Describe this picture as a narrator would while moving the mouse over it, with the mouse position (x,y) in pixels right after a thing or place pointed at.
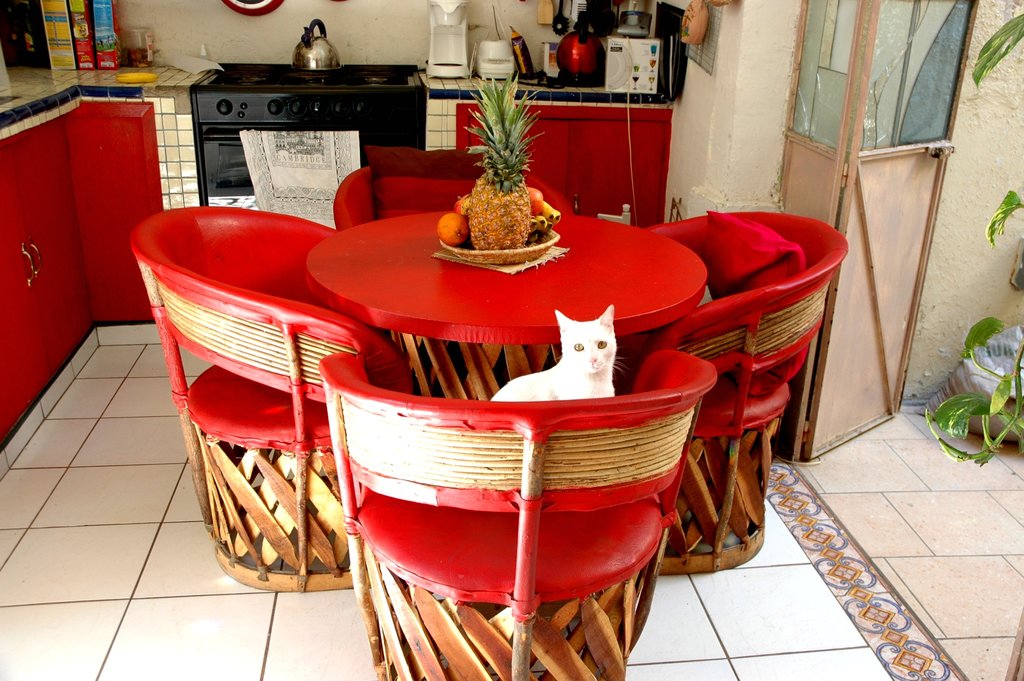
In this image there is a kitchen cabinet (159,200) in the cabinet (22,67) there are cupboards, gas stoves (253,65), some other objects (328,54) visible, in front of it there is a table (537,344), around the table (426,250) there are some chairs (382,416), on the table (420,237) there is a basket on which there are fruits (529,210), on the chair (499,424) there is a cat (609,339), on the right side (882,308) there is a entrance gate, leaves (989,418), wall (999,134).
